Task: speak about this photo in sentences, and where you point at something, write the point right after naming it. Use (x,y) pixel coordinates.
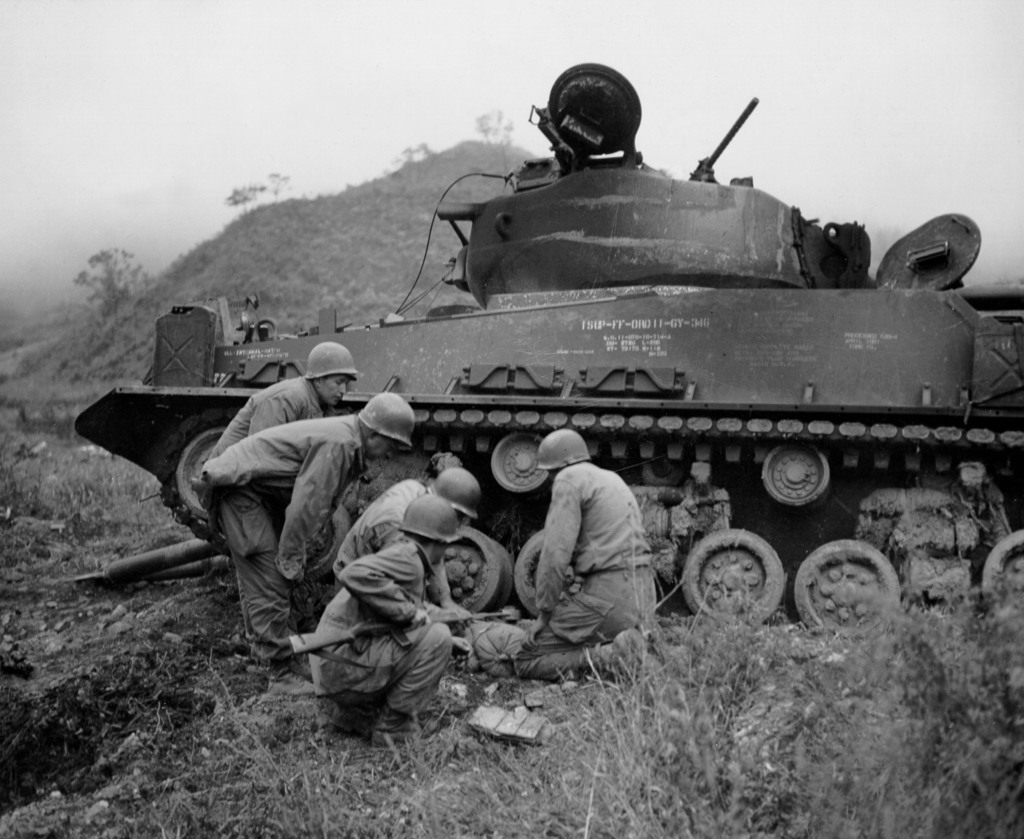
In the picture we can see some army people (339,695) repairing something to the army tanker vehicle (187,441) and near them, we can see the grass plants (442,820) and behind the vehicle (170,447) we can see a small hill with some plants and behind it we can see the part of the sky (318,44).
